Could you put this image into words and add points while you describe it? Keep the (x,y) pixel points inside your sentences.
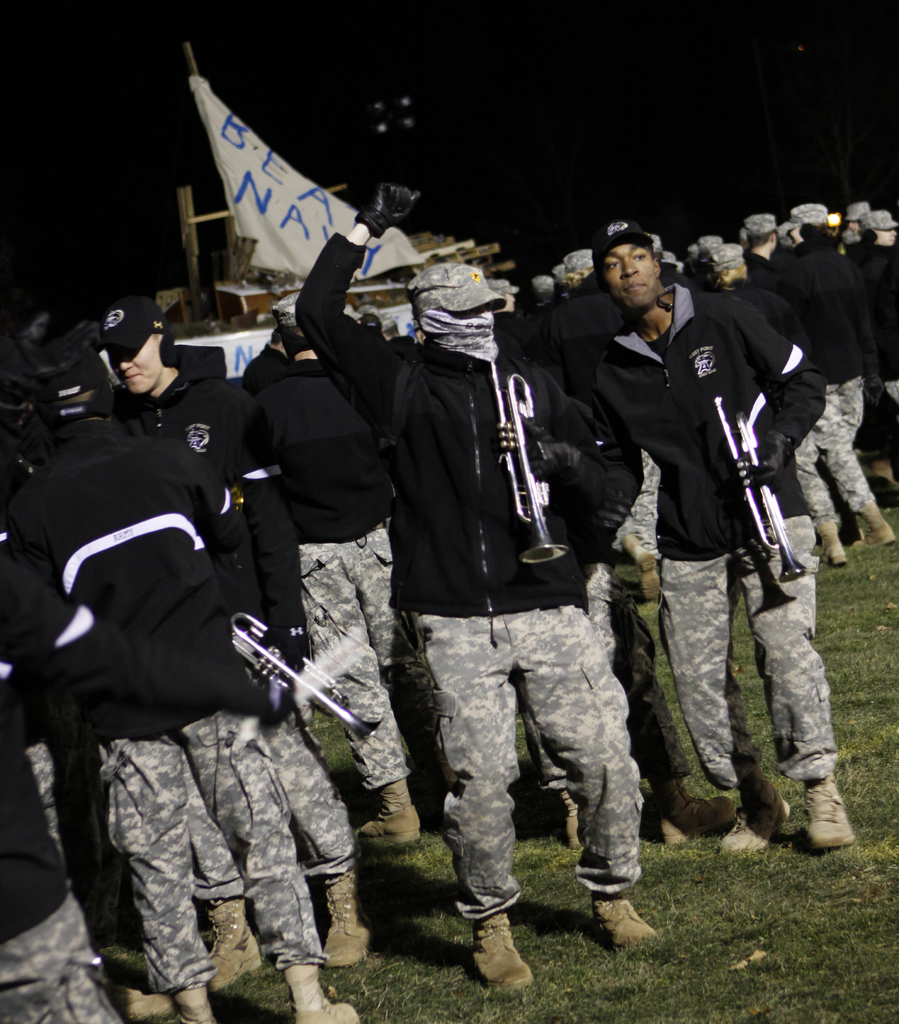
In this image I can see number of people (425,670) are standing. I can see all of them are wearing uniforms (588,736), shoes (816,787), black colour jackets (461,512) and caps (394,312). I can also see few of them are holding musical instruments (730,431) and in the background (203,91) I can see a white colour thing (300,174) and on it I can see something is written. I can also see grass (704,863) and I can see this image is little bit in dark from background (219,25).
